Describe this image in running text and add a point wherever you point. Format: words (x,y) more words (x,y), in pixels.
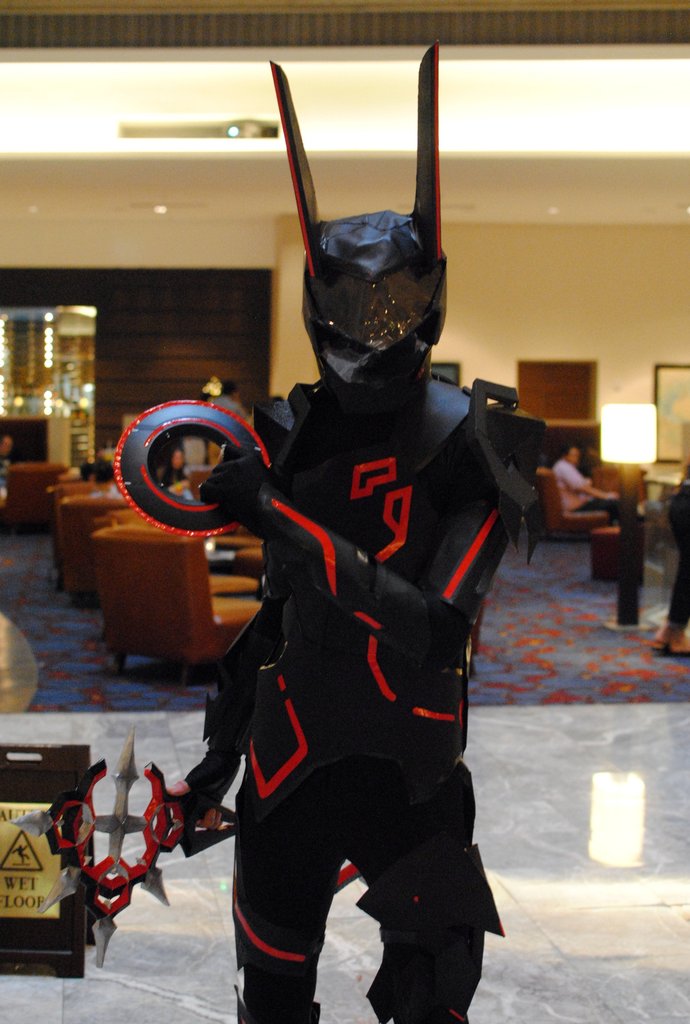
In the center of the image (415,455), we can see a person (377,301) wearing costume (310,582) and holding some objects (257,468). In the background (80,532), there are chairs (81,573) and there is a person (564,479) and we can see lights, boards (42,864) and some other objects (79,388) and there is a wall (589,289). At the bottom (557,694), there is a floor (522,899).
